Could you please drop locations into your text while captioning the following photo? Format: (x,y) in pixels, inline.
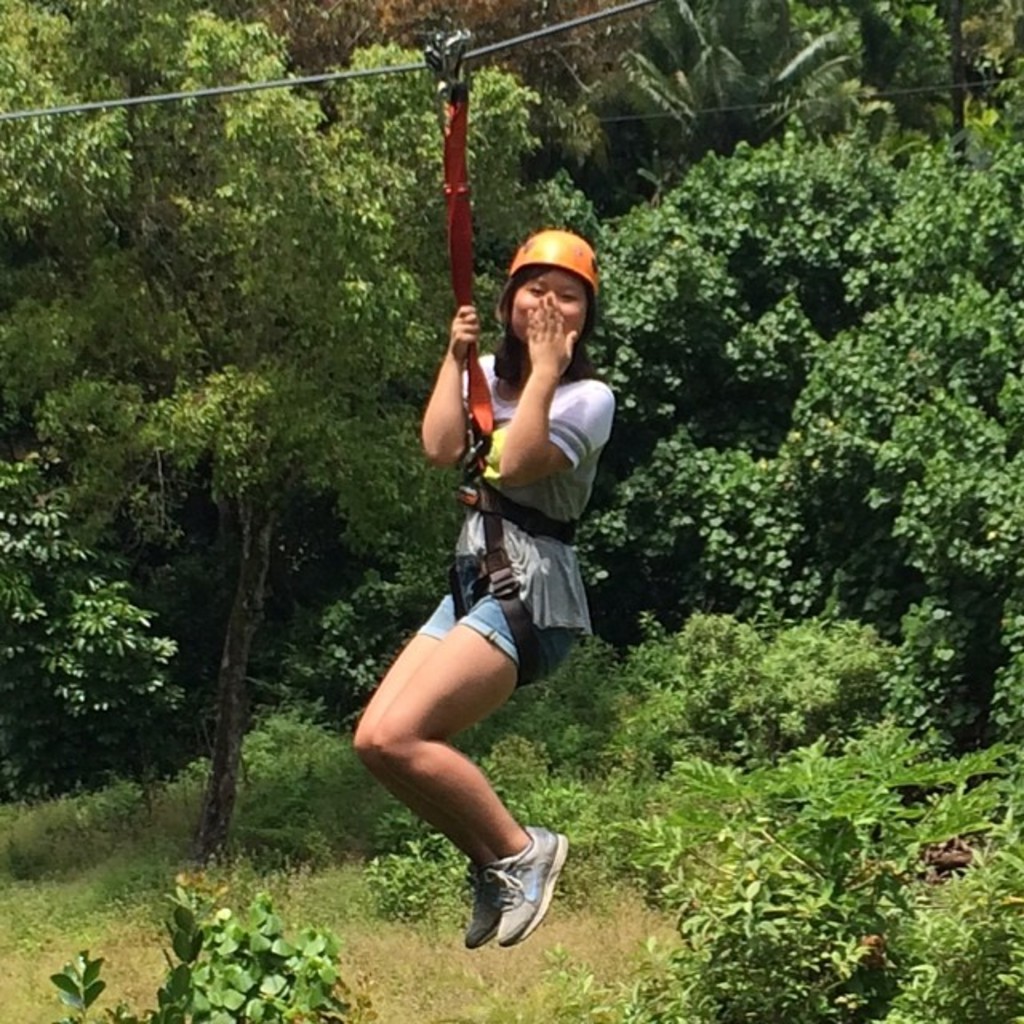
In this image I can see a woman (422,740) hanging on a rope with a helmet (567,251). She is posing for the picture. I can see trees (577,186) behind her.
